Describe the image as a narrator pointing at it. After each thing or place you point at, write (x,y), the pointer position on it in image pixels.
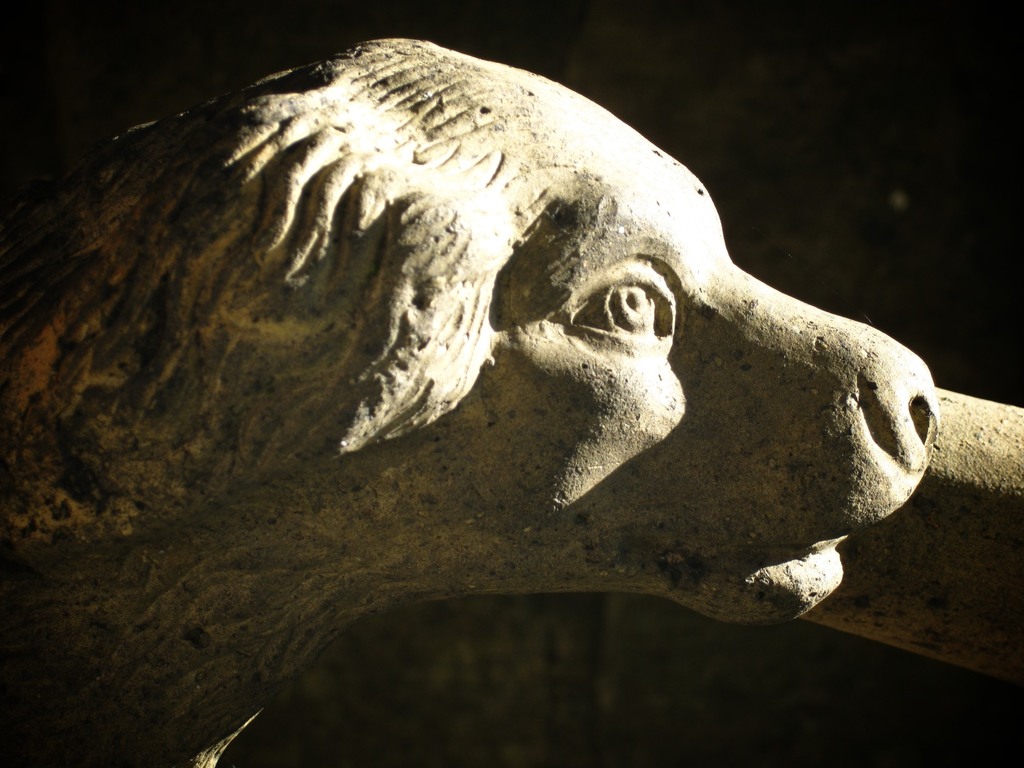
In this picture we can observe a statue (528,556) of a dog (456,335). There is some light (463,251) on the face (551,471) of the statue (393,84). The background (737,112) is completely dark.
